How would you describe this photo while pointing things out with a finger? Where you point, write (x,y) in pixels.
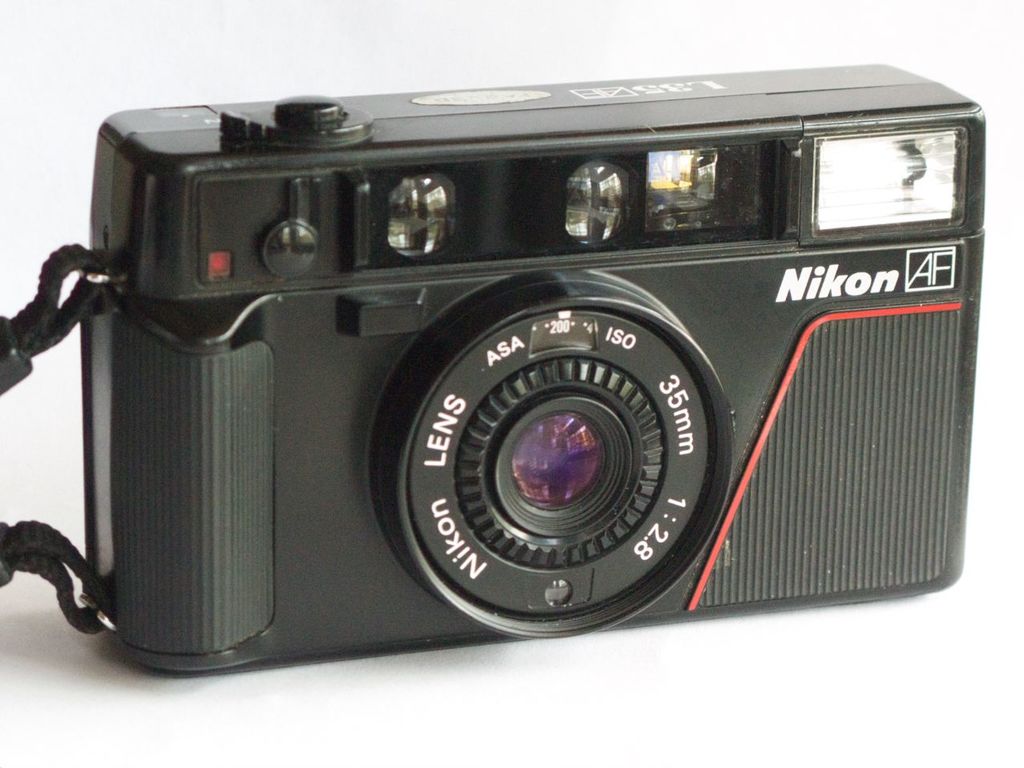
In this image I can see a camera (239,427). The background is in white color.
